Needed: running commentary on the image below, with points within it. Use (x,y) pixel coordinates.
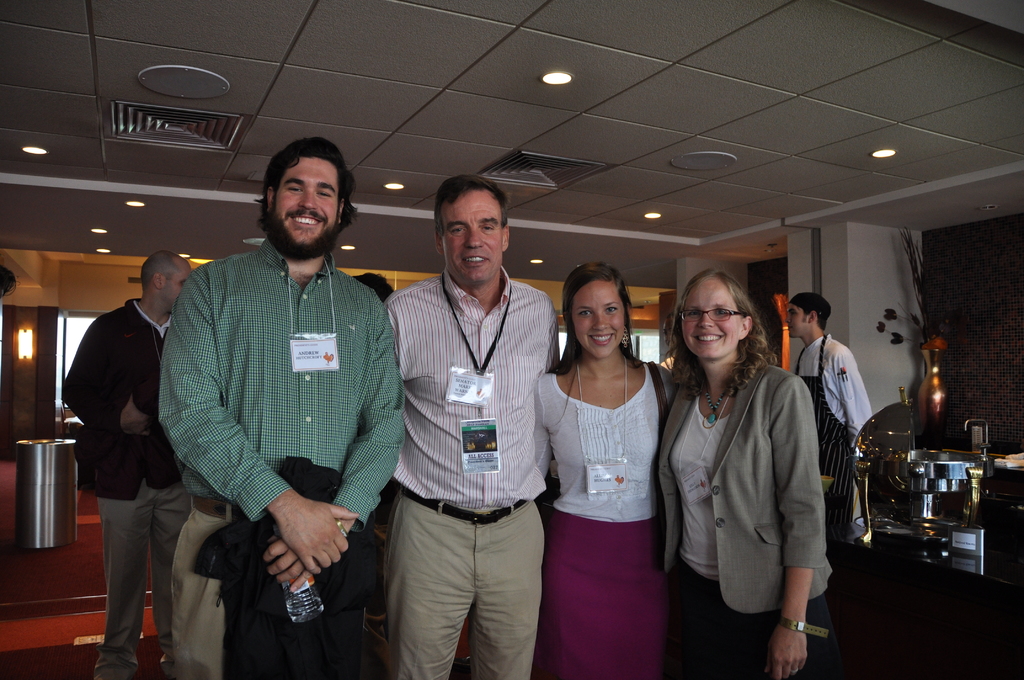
In this image, there are four persons (606,419) standing and smiling. Behind the four persons (228,410), I can see few people (147,319). On the right side of the image (933,408), I can see a flower vase (924,424) and there are objects (943,533) on a table (943,556). On the left side of the image (45,517), It looks like a dustbin (52,503) on the floor (62,566). At the top of the image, there are ceiling lights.
